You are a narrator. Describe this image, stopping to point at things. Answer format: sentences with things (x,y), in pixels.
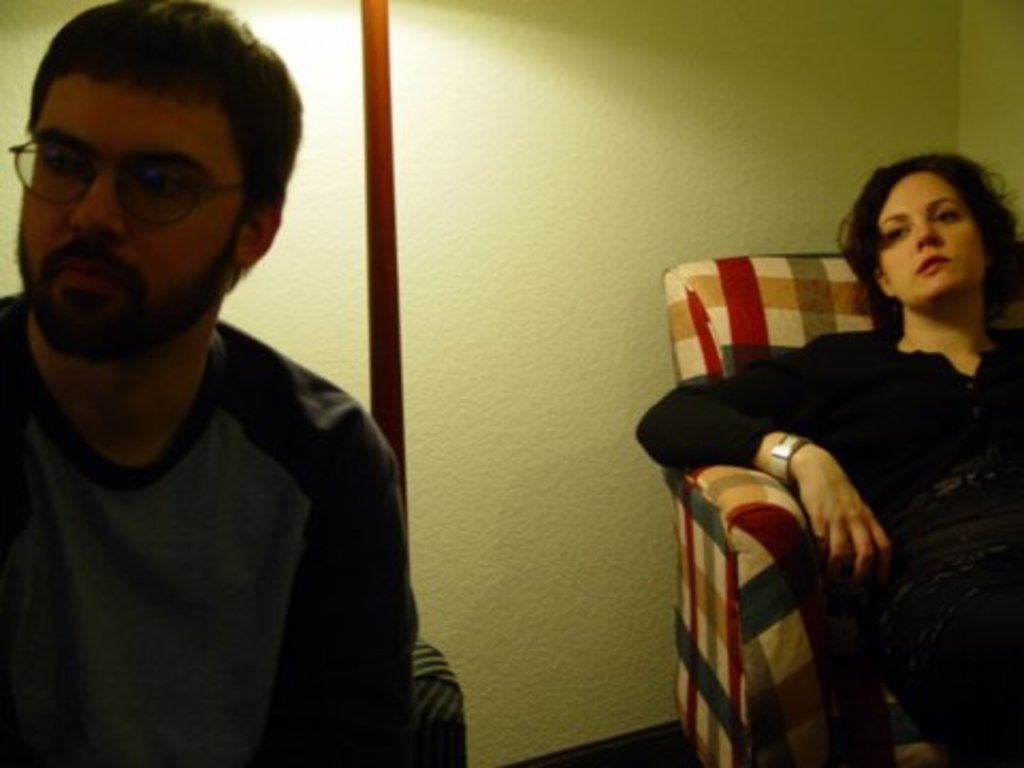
This is the picture of a room (709,376). On the left side of the image (168,370) there is a man (259,593) sitting on the chair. On the right side of the image (822,620) there is a woman (856,381) sitting on the chair (826,664). At the back (675,201) there is a wall (505,202).
